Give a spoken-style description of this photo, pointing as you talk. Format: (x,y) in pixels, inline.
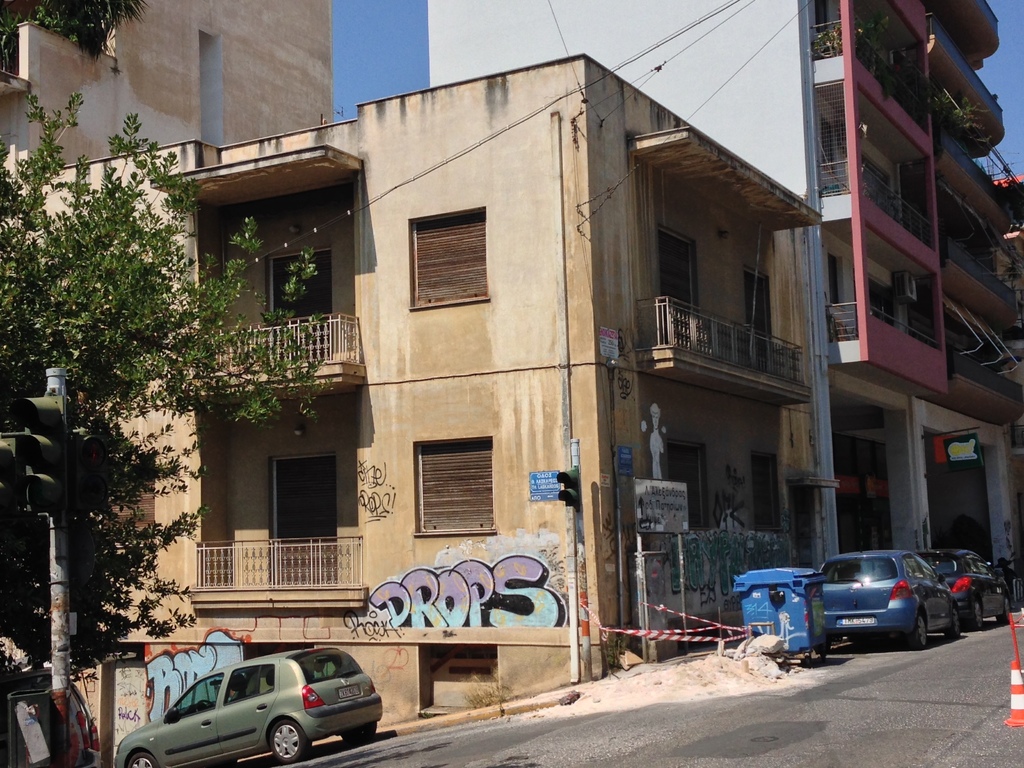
In this picture there is a small brown color house (340,628) with balcony (286,546). Beside there are some cars (915,635) parked in the lane (907,669). Behind there is a pink color building (873,356). On the left bottom side (271,676) there is a green color car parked in the lane (374,747) and a tree (113,448).
